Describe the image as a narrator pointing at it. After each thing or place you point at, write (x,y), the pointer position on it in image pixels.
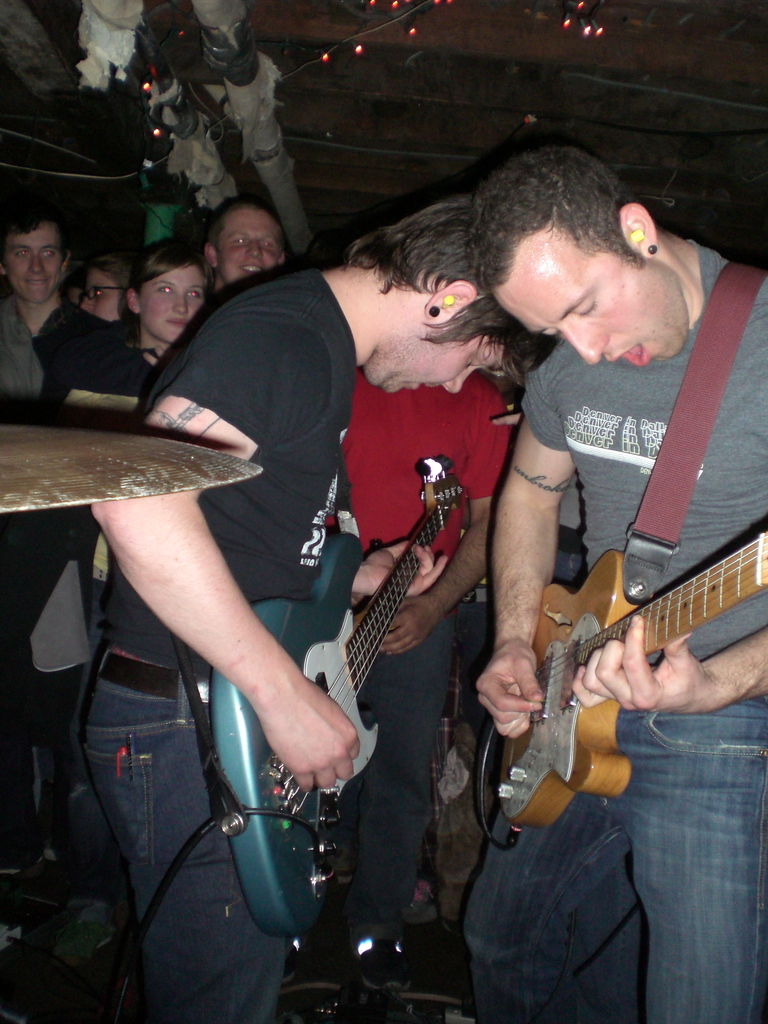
In the image we can see there are people (704,541) who are standing and holding guitar (531,792) in their hand (662,698) and behind there are other people (45,312) who are standing.
